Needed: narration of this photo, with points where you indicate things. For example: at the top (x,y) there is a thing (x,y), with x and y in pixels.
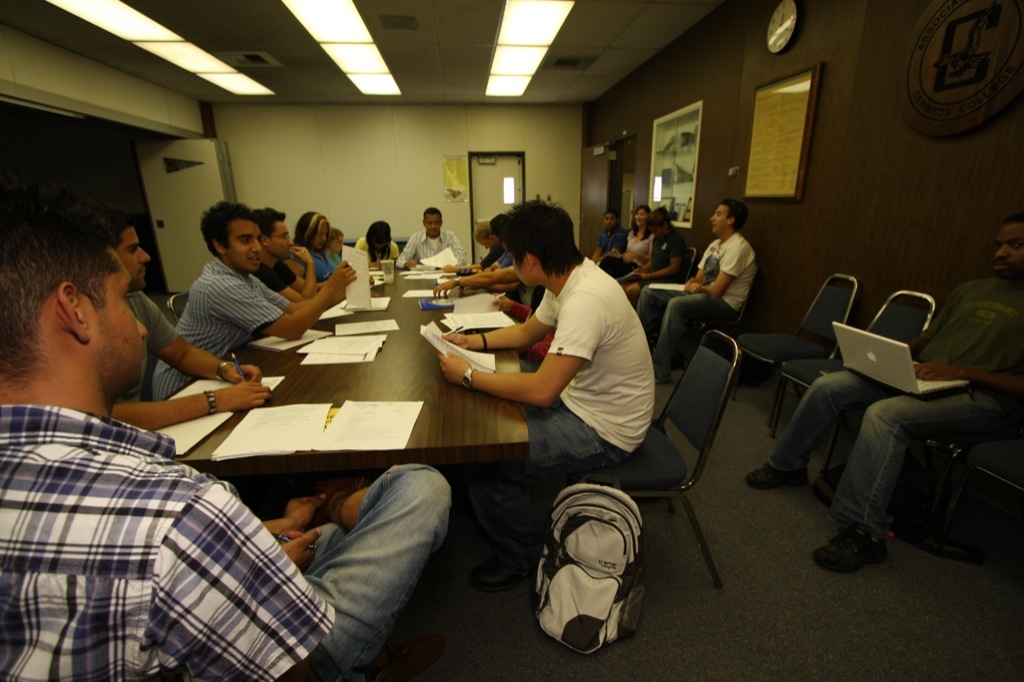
In this image it seems like there is a meeting going on between the students (590,405) who are sitting on chair (685,392). There is a table (505,403) in between them. On the table (413,318) there are papers (387,322), bottle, pen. To the right side (855,203) there is a wall (834,197) to which there is a clock (772,43), photo frame (786,132). At the top (383,57) there is a ceiling (414,66) and lights (361,79). There is a bag (567,577) beside the man (584,417) who is sitting on the chair (640,457). The man (822,395) to the right corner (859,374) is using the laptop (896,377).
